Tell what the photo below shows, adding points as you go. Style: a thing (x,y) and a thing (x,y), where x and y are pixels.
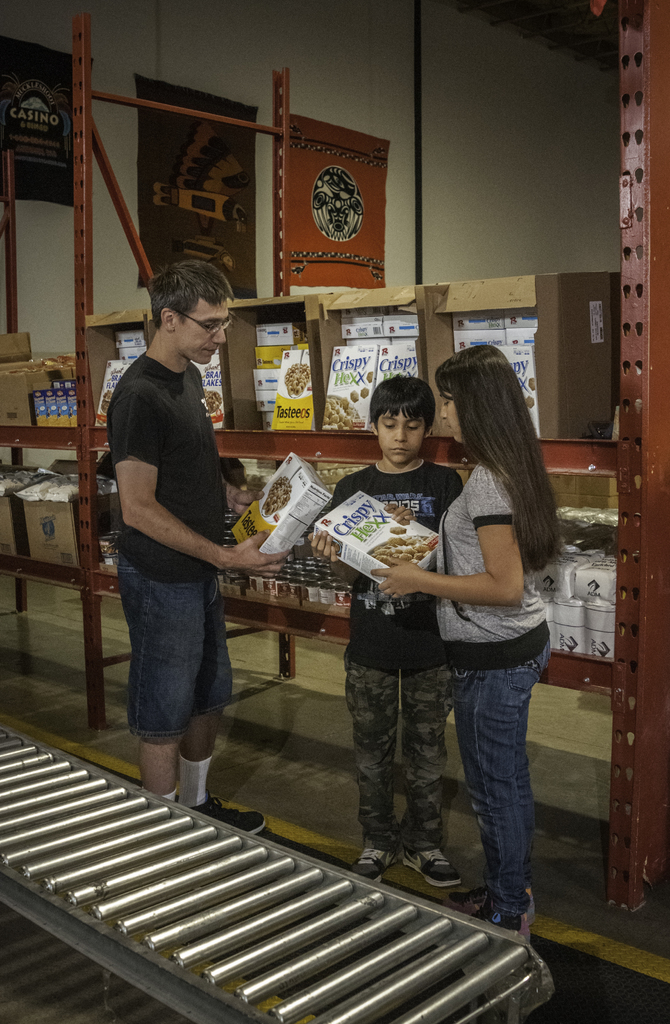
In this image I can see some people (181,477) are standing. In the background (388,372), I can see some boxes (393,338). I can see the wall (485,186).
